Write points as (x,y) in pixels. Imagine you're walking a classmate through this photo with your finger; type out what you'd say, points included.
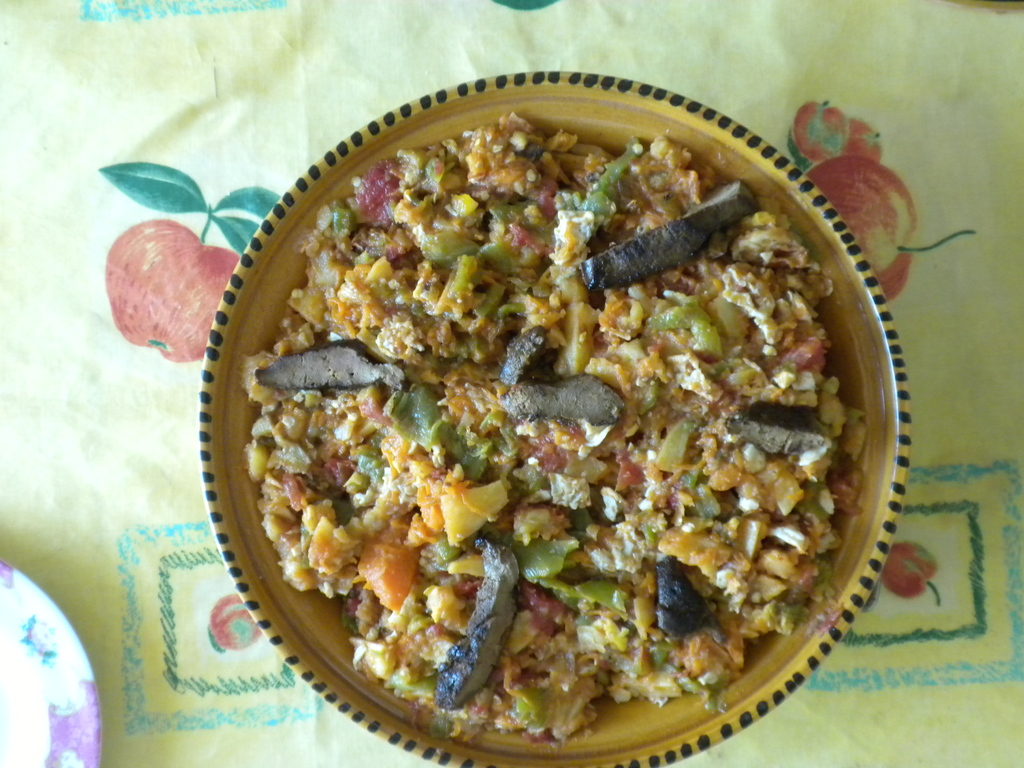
In this image there is a food item (542,451) on the plate (342,554) and there is another plate (55,602) on the cloth (222,95).
